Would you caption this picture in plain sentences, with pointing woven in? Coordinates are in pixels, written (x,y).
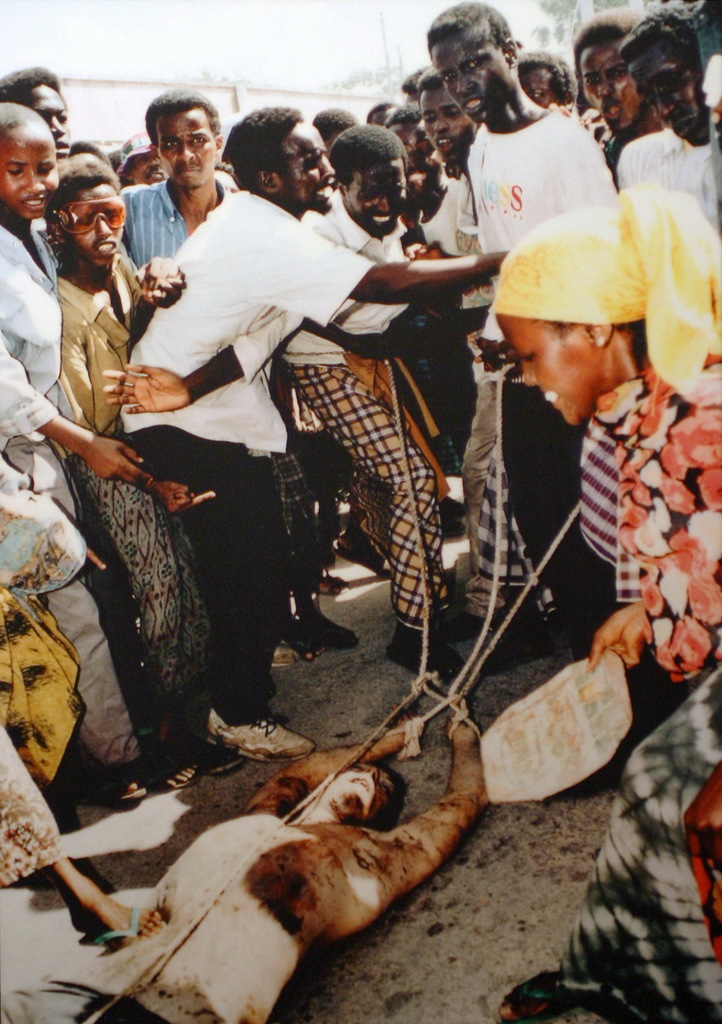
In this picture we can see the group of men and women (385,400), standing on the road (412,787) and giving the punishment to the man (412,858). In the center (474,651) we can see the man (327,896) lying on the road (410,773) and hands (458,711) are tied with the rope (440,710).
